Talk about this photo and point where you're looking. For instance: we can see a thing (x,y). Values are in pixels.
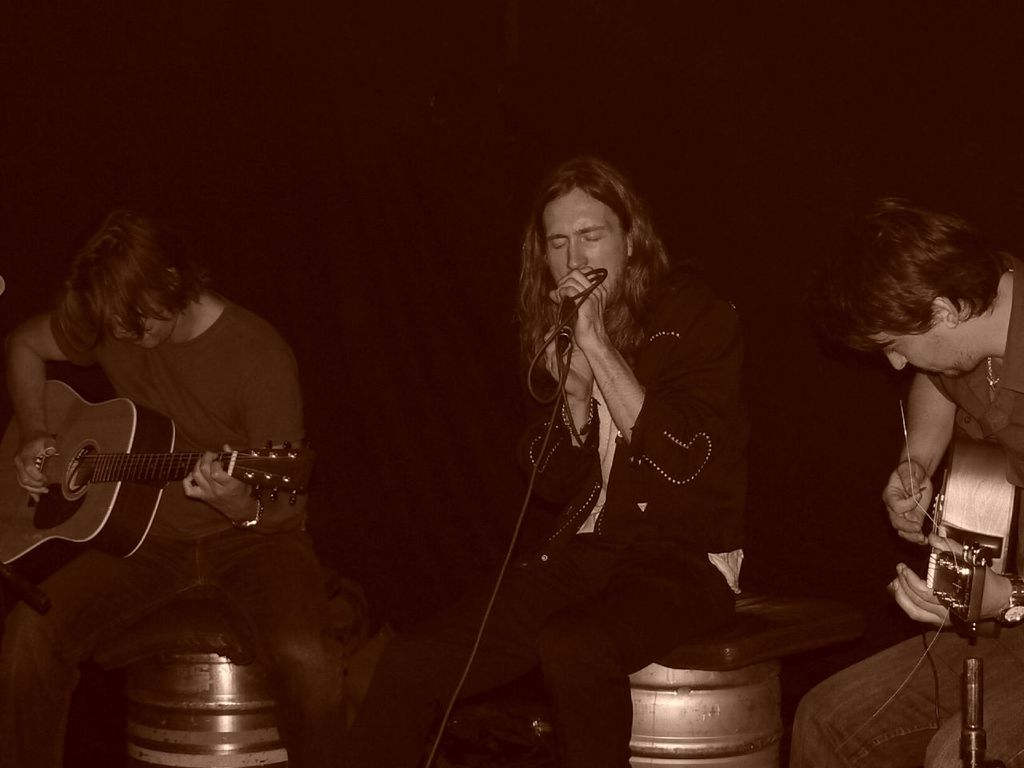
This picture shows three members (253,421) sitting on the drums (214,690), playing musical instruments (952,492) in their hands (593,300). The middle guy (564,444) is singing holding a mic (581,274) in his hands (578,274). The background (798,147) is dark.
